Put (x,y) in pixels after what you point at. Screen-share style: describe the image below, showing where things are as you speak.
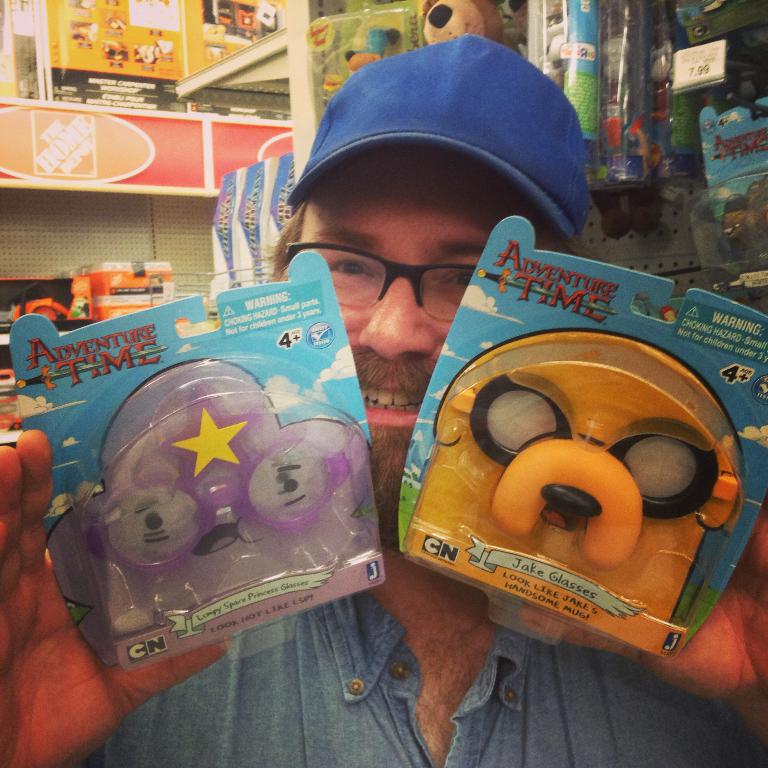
In this image, we can see a person (337,268) wearing glasses (362,269) and a cap (329,133) and holding some objects (515,344). In the background (24,192), there are toys (617,5) and we can see boards (115,129) and some other objects (95,66).
